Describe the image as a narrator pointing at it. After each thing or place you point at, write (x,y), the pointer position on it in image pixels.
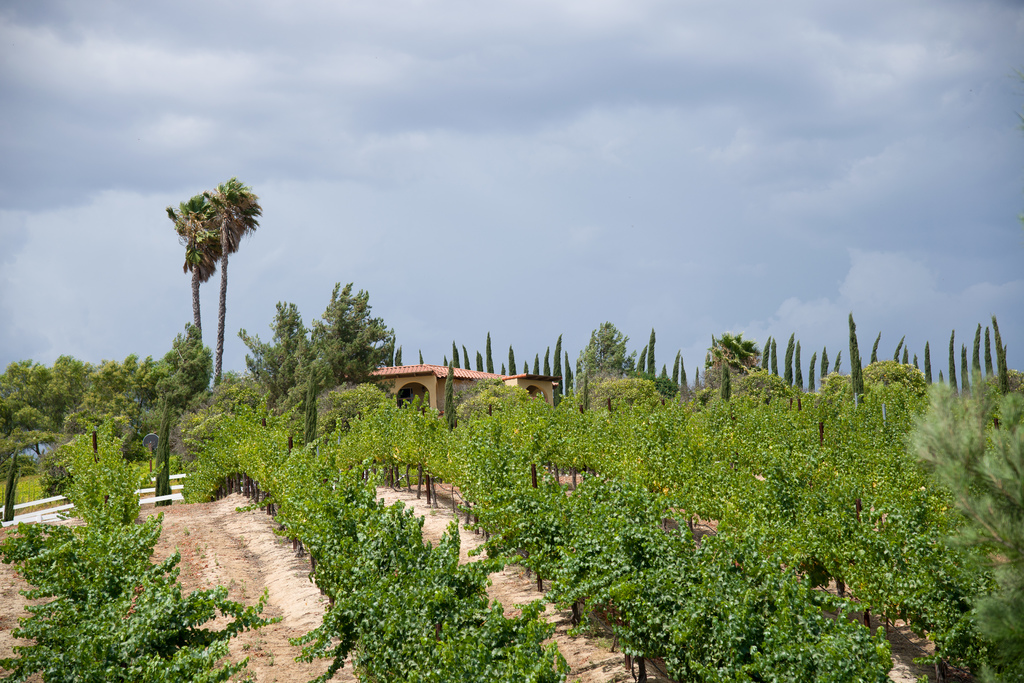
In this image at the bottom (53,575) there are some plants (616,533) and in the background (338,383) there are some trees (318,424) and a house (398,396), and at the top of the image (563,125) there is sky (481,268).
